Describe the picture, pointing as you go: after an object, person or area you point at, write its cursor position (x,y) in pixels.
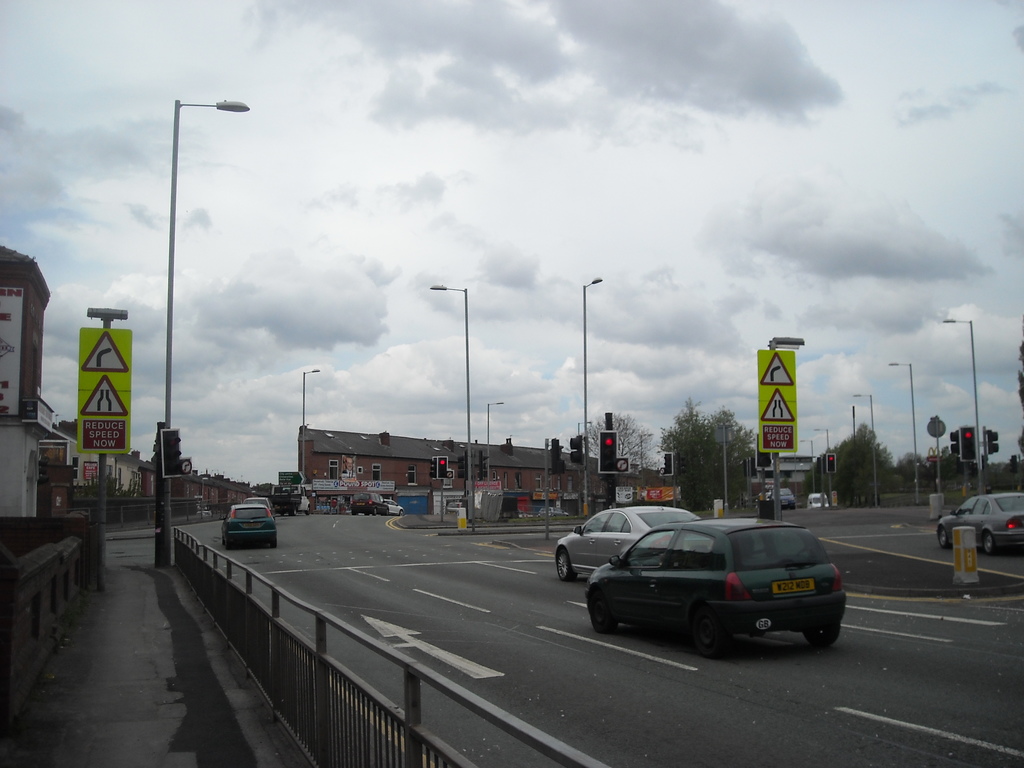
This image is taken outdoors. At the top of the image (261,186) there is a sky (220,118) with clouds (542,93). At the bottom of the image (551,682) there is a road (486,690). In the background (353,466) there are a few buildings (401,474), trees (955,471), poles (442,490) with street lights (585,449) and there are many boards (358,482) with text (496,487) on them. On the left side of the image (146,466) there are a few buildings (140,463) and there is a signboard (99,426) with a text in it. In the middle of the image (352,501) a few cars (662,557) are moving on the road (891,513) and there is a railing (254,598).
